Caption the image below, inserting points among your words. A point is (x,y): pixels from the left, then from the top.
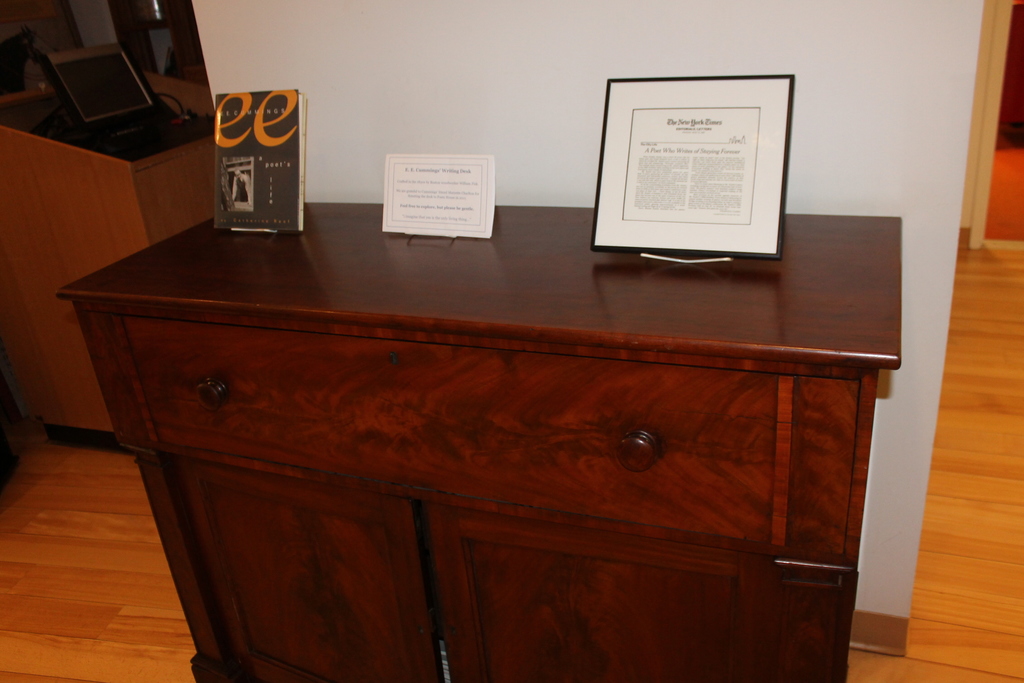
In this image we can see two photo frame (665,135) and a book (287,108) on the desk (411,452), there is a laptop (110,56) on the table (88,238), we can also see a white wall (437,105), and the wooden floor (152,609).
